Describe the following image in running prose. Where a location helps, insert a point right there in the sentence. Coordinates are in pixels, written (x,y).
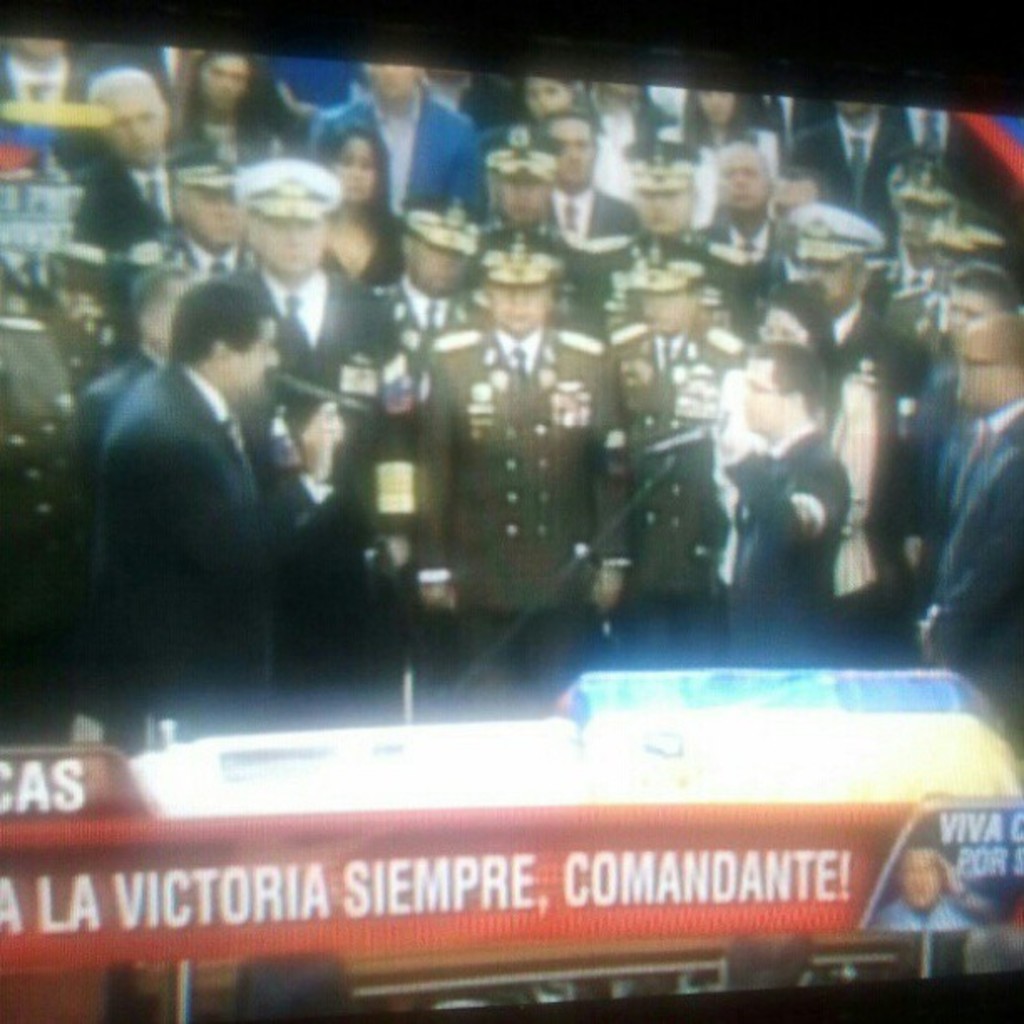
In the image we can see there is a tv screen (480,617) in which there is a man (182,479) standing near the casket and there is a mic (336,394) in front of him with stand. There are many people (556,266) standing in front of him.
